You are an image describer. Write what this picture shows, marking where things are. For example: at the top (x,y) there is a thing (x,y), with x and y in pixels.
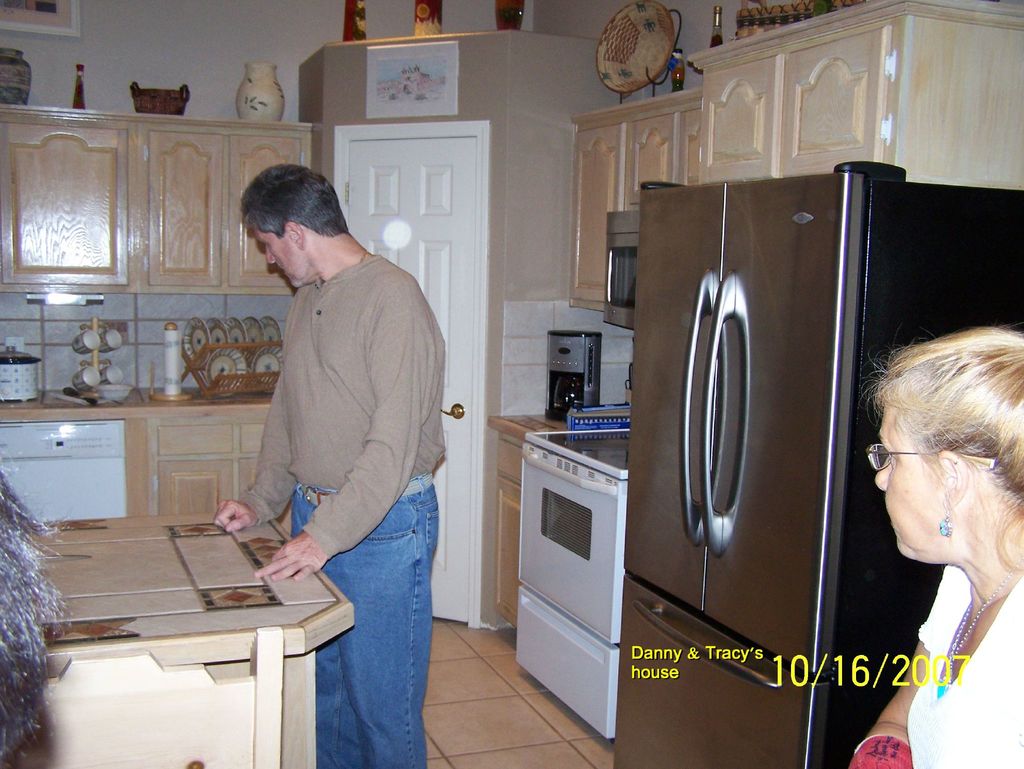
This is the man (412,499) standing. This looks like a table (216,618). These are the cupboards (154,244) with the wooden doors (764,157). I can see an electric cooker (558,573) and coffee machine (587,389). This looks like a micro oven (617,282). Here is a refrigerator (647,276). These are the plates (225,332) and cups (121,370). I can see flower vases (261,83), basket (179,97) and few other things (665,68) placed above the cupboards (175,121). Here is the woman (960,604). This is the watermark (654,656) on the image.
